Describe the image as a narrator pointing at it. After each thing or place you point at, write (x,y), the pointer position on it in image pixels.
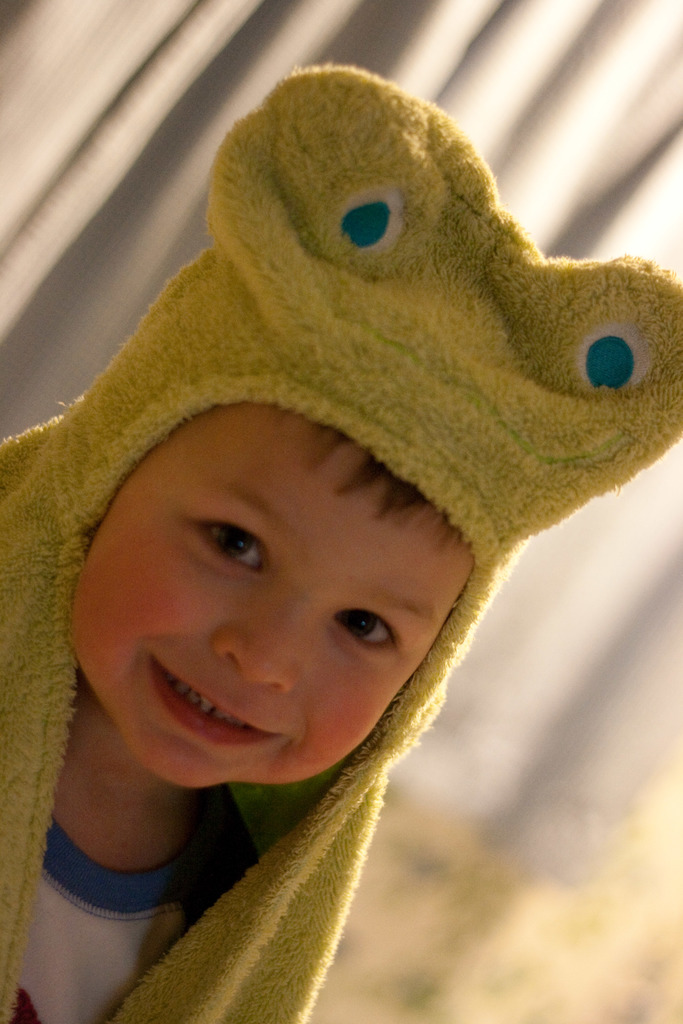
Here in this picture we can see a child (181,507) wearing a green hooded towel (103,475) on him and he is smiling.
